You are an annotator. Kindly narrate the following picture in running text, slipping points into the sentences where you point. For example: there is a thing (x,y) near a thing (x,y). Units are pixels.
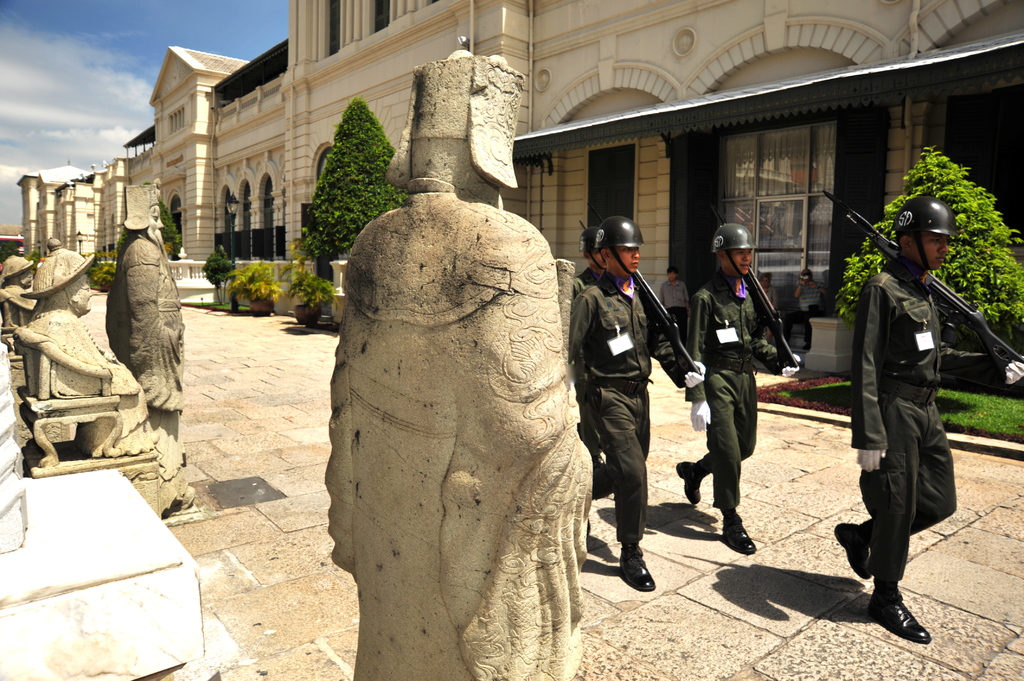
In this image, there are a few people (895,358). Among them, some people (904,311) are holding some objects (664,312). We can see the ground (209,312) and some grass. We can see some statues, trees (260,270) and buildings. We can also see the sky (50,159) with clouds (37,148) and some objects (120,481) on the bottom left (13,471).
